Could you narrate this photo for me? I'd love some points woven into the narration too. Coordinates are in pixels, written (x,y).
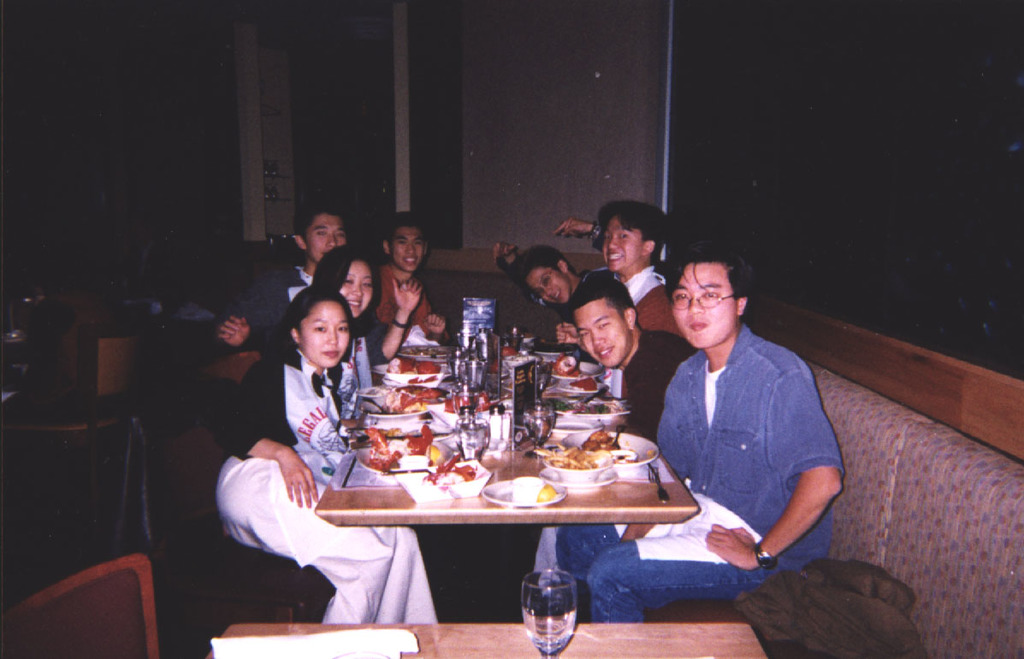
In this picture there are group of people (660,320) sitting. In between them there is a table (640,497) with many food items (421,443), plates (498,495), cards (520,382), glasses (476,384), tissues (362,480) and fork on it. And to the right side (822,592) corner there is a jacket (804,630). Into the front there is another table (694,646) with a glass (558,623) on it. To the left side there is a chair (132,375). In the middle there is a window (444,124).
